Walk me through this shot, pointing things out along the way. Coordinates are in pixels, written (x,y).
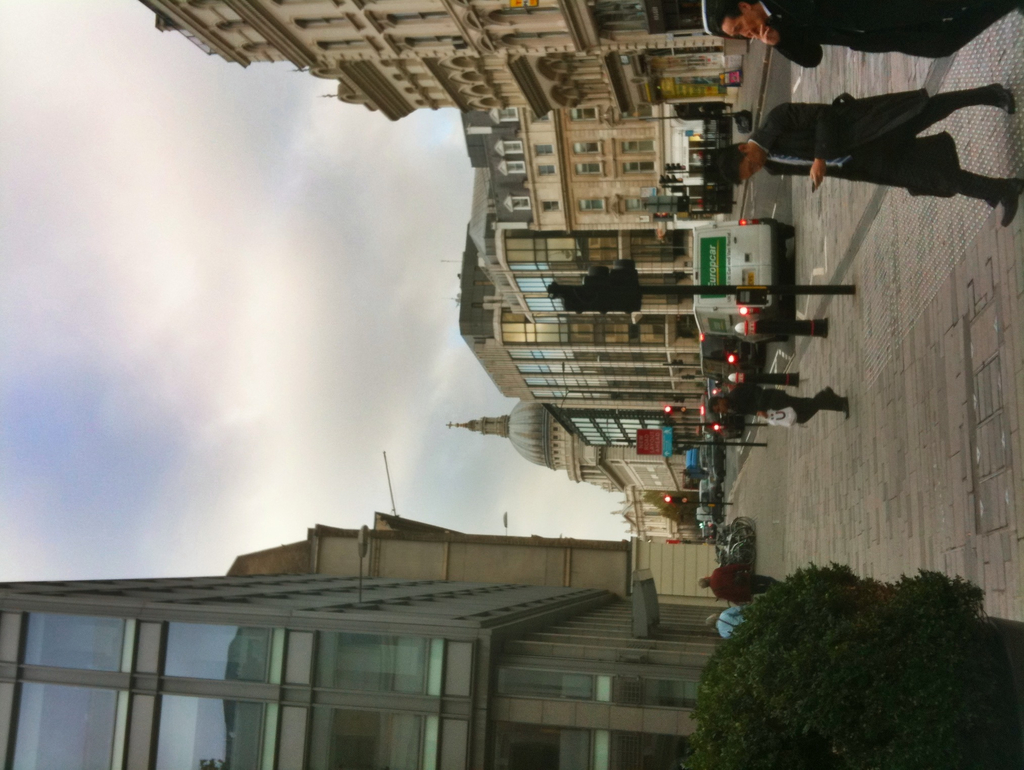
There is a plant (871,700) in the bottom right corner of this image (902,698). We can see some persons (809,57) and buildings (604,230) on the right side of this image (697,154) and there is a sky (373,351) on the left side of this image (259,347).
